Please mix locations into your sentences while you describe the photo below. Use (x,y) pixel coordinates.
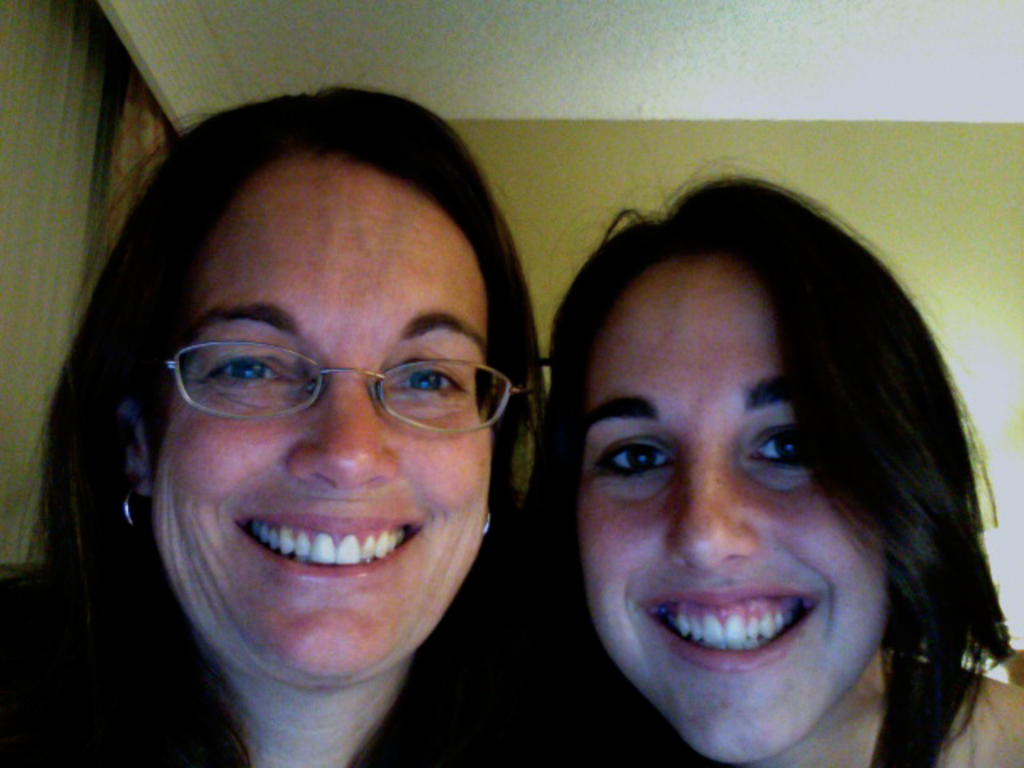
This image consists of two women (269,574). On the left (195,720), the woman (272,744) is wearing a black dress (428,743). In the background (892,170), we can see a wall (881,139). At the top (685,70), there is a roof (308,79). On the left (35,229), we can see a curtain (20,332).
